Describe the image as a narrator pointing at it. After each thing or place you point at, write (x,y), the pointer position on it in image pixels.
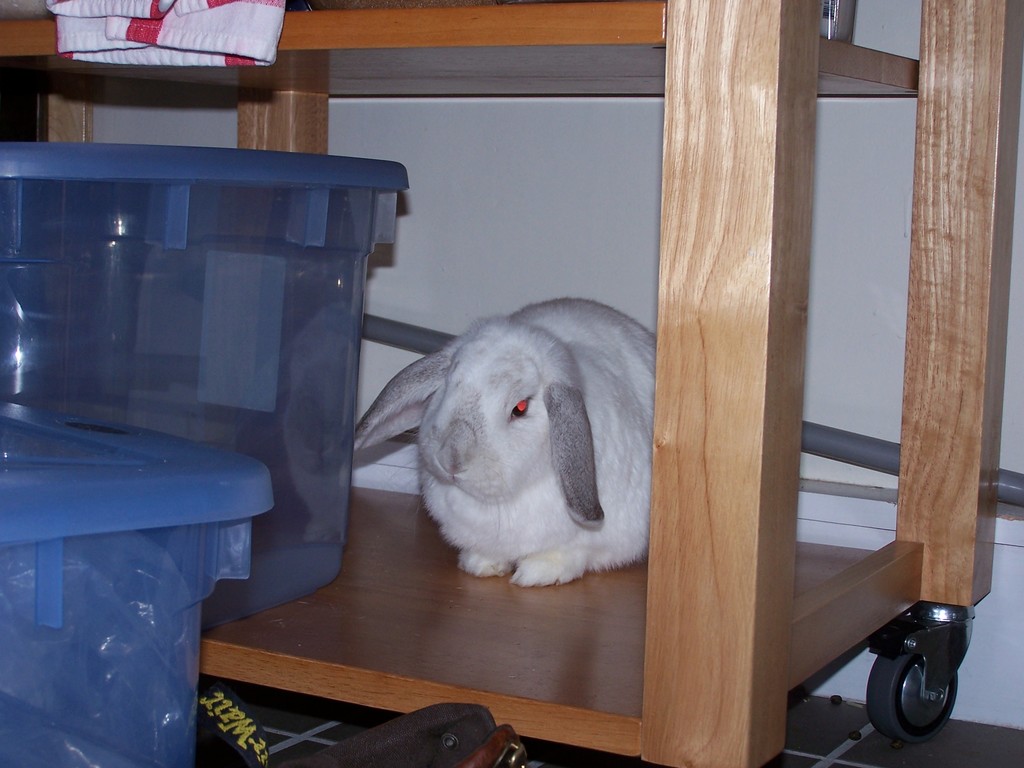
In this picture I can see a rabbit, there is a table (555,9) with wheels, there are plastic containers (72,643) and some other objects (302,5), and in the background (576,164) there is a wall (423,319).
